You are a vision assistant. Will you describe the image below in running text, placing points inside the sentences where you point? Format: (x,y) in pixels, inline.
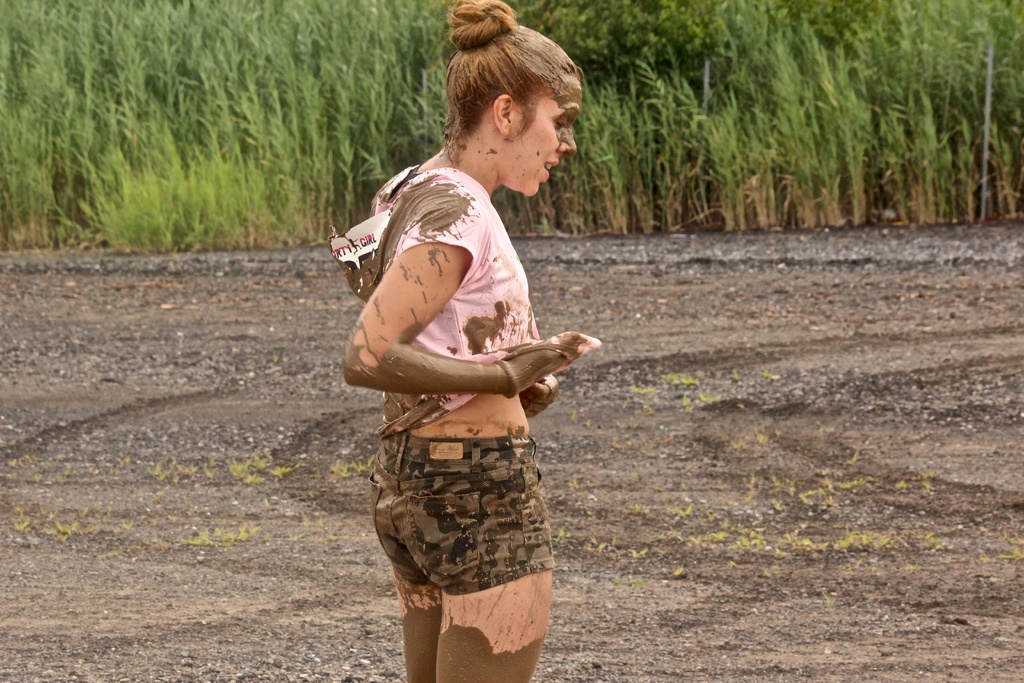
In this image we can see a person (533,329) standing on the ground (613,507), we can see some plants (675,129) and trees (558,4).
